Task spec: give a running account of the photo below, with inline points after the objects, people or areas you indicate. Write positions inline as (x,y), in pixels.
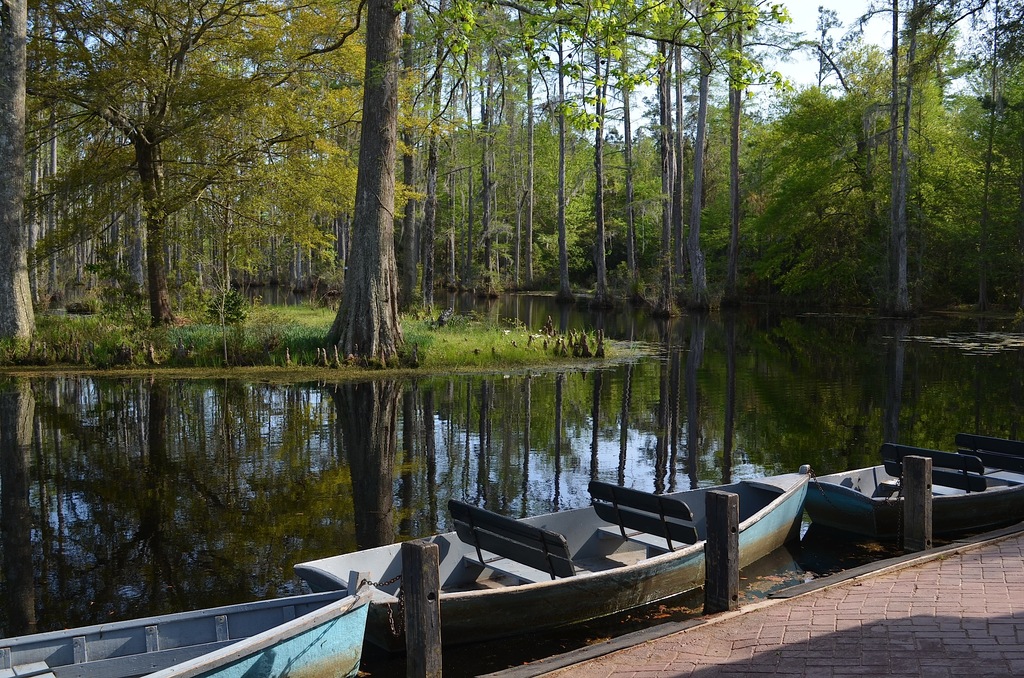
In this picture there are boats (860,498) and small wooden poles (906,467) at the bottom side of the image (414,581), there is water (8,511) in the center of the image (476,416) and there are trees (975,255) in the background area of the image (24,172).
